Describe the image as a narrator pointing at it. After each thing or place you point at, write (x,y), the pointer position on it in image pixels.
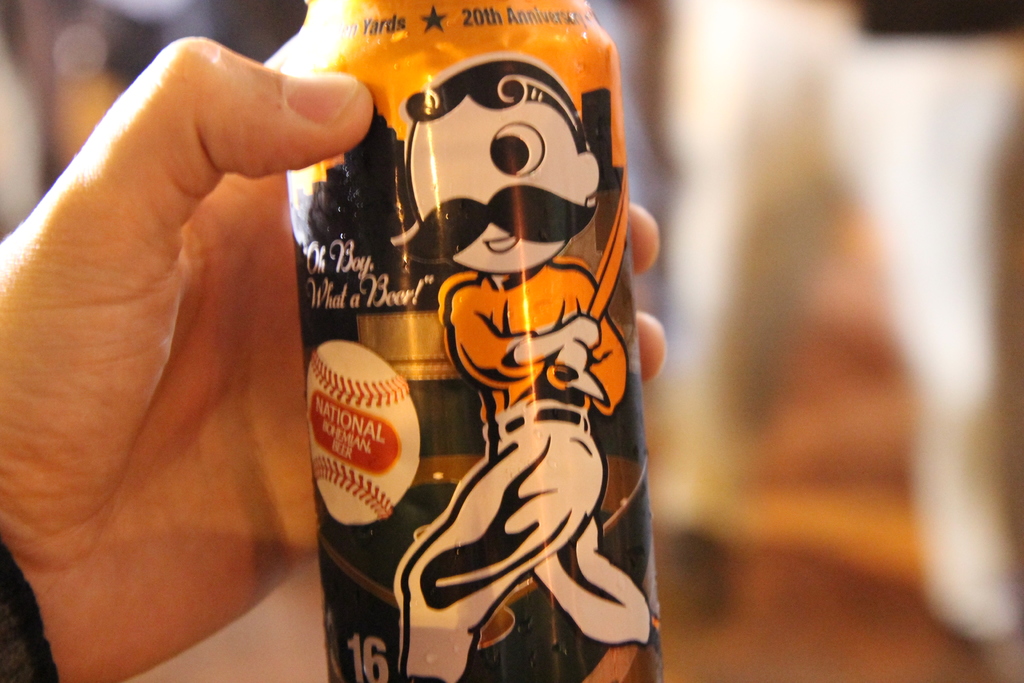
In this image, I can see a person's hand (150,313) holding a can (440,281). The background (874,625) looks blurry. I can see the pictures (527,559) on the can (444,347).
